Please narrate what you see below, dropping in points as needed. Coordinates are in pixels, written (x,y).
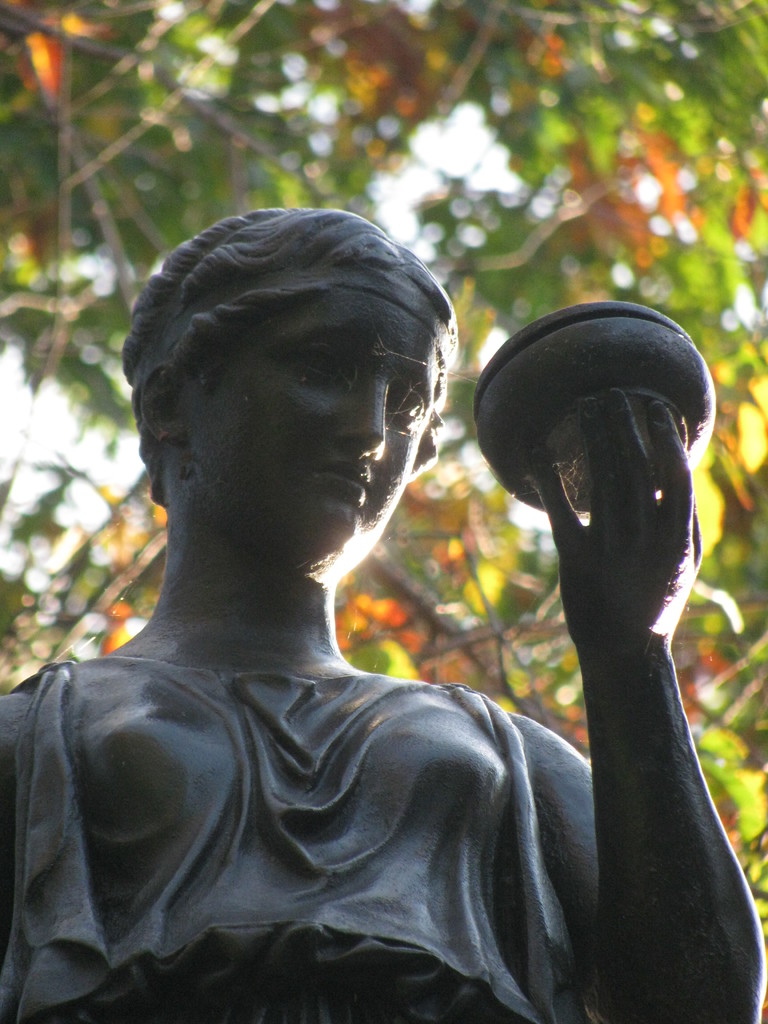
In this image there is a statue (350,743) in the middle (317,459). At the top (501,127) there are leaves (610,144). The statue (406,345) is holding the bowl (574,416).
